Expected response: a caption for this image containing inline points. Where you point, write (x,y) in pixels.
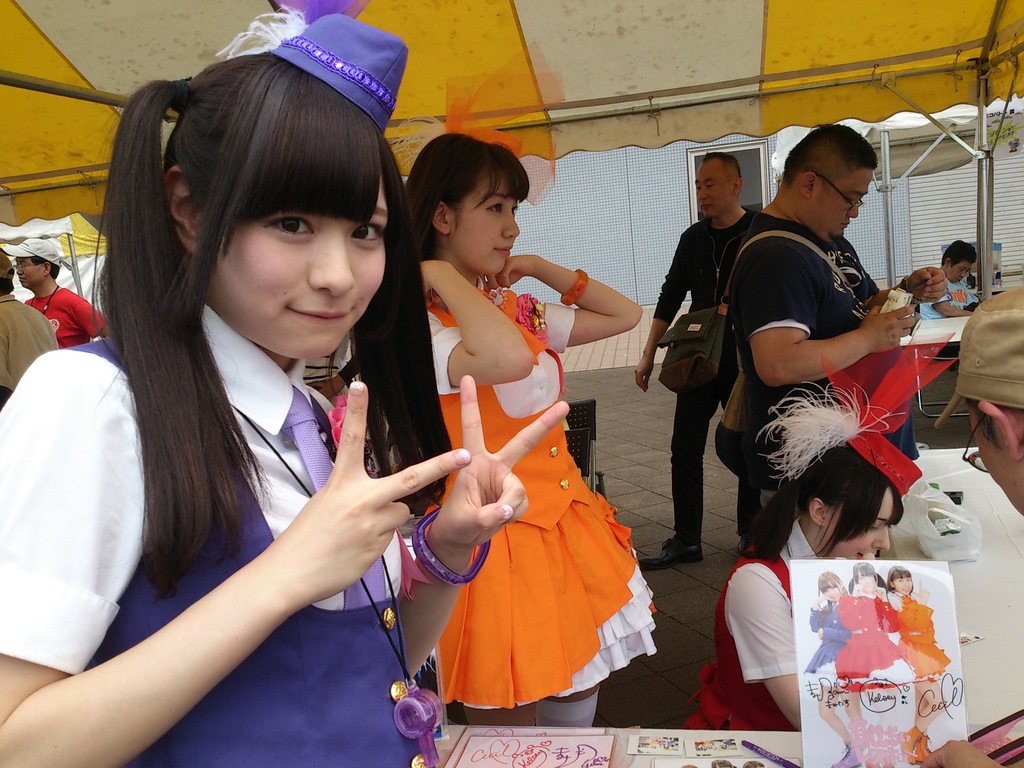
In the image we can see there are many people (488,300) around, they are wearing clothes (841,306) and some of them are wearing spectacles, and a cap (41,254). This is a bracelet (449,573), whistle (418,708), poster (810,690), footpath (653,470), table (983,578), window (748,166), tent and a building (611,179).
